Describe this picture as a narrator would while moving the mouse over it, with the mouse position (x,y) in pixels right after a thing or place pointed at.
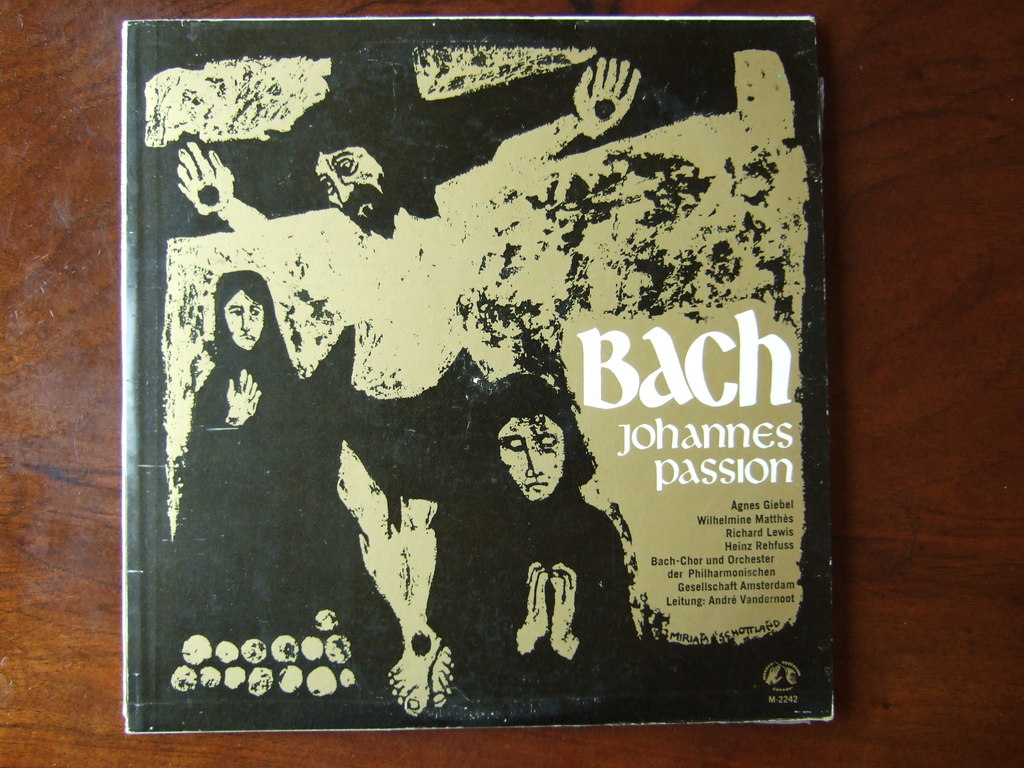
In this image there is a record album (361,333) on the table (88,466). On the album cover (384,387) there is a man (391,271) who is nailed with outstretched arms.
